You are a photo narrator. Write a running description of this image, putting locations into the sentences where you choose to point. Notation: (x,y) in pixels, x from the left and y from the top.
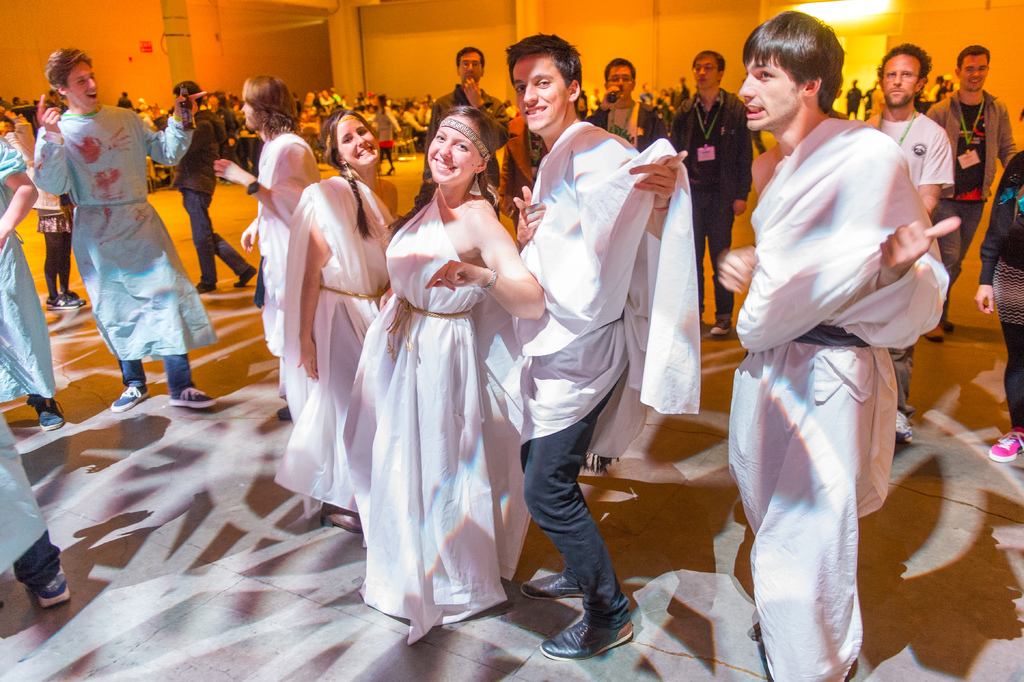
In this image I can see number of people (366,108) are standing. In the front (363,508) I can see few of them are wearing white and blue colour dress (335,376). On the right top side (877,4) on this image I can see a light (841,9).
